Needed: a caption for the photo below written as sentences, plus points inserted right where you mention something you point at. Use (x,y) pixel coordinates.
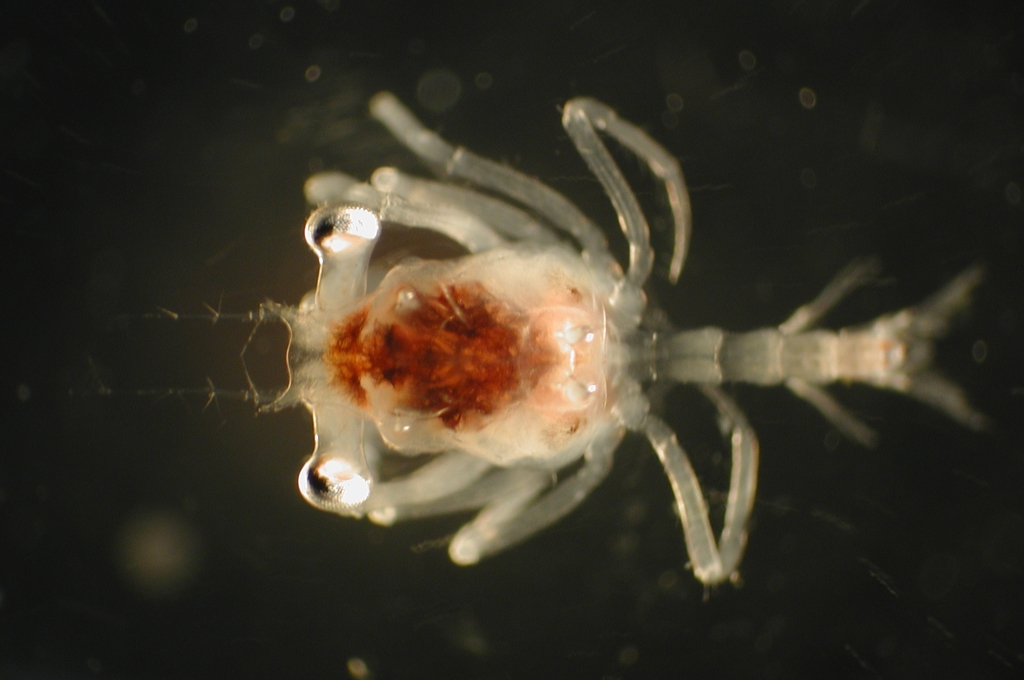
In this image I can see there is an organism (489,436) in transparent white color, in the middle (489,374) there is red color.
